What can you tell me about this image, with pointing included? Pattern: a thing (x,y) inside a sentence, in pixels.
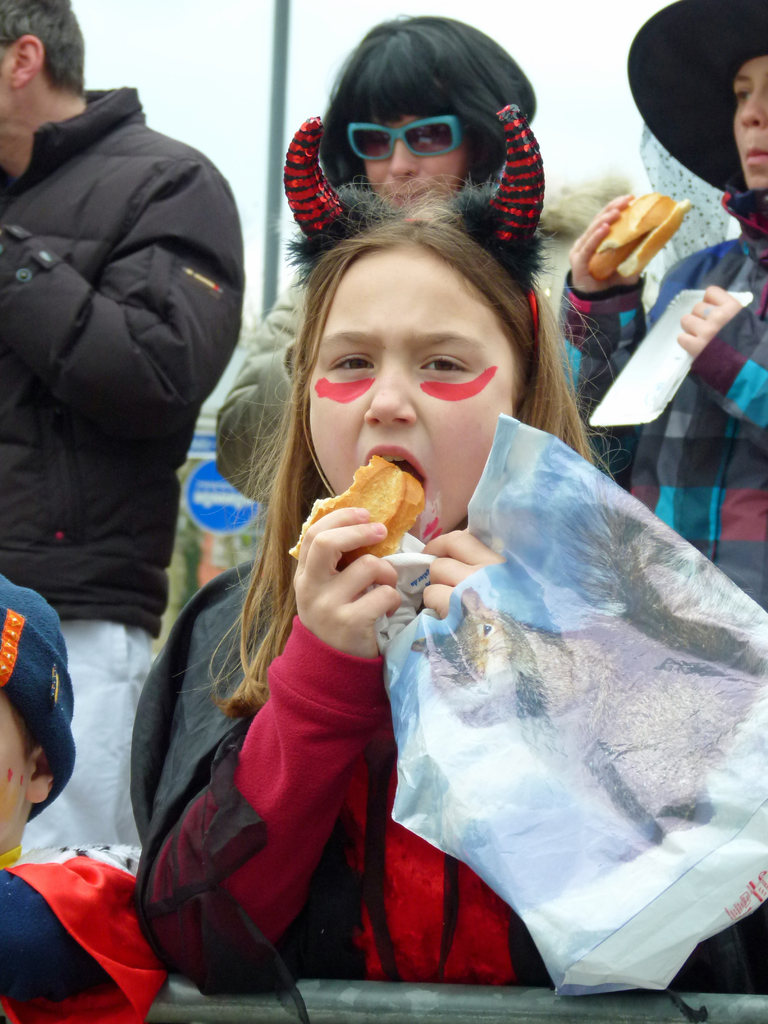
In this image we can see a girl (352,877) is holding a bag (471,840) and a food item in her hands (456,560) and there are horns (296,191) on her head (314,413). In the background (54,235) there are few persons (214,302), pole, boards (236,517) and sky (550,187).
